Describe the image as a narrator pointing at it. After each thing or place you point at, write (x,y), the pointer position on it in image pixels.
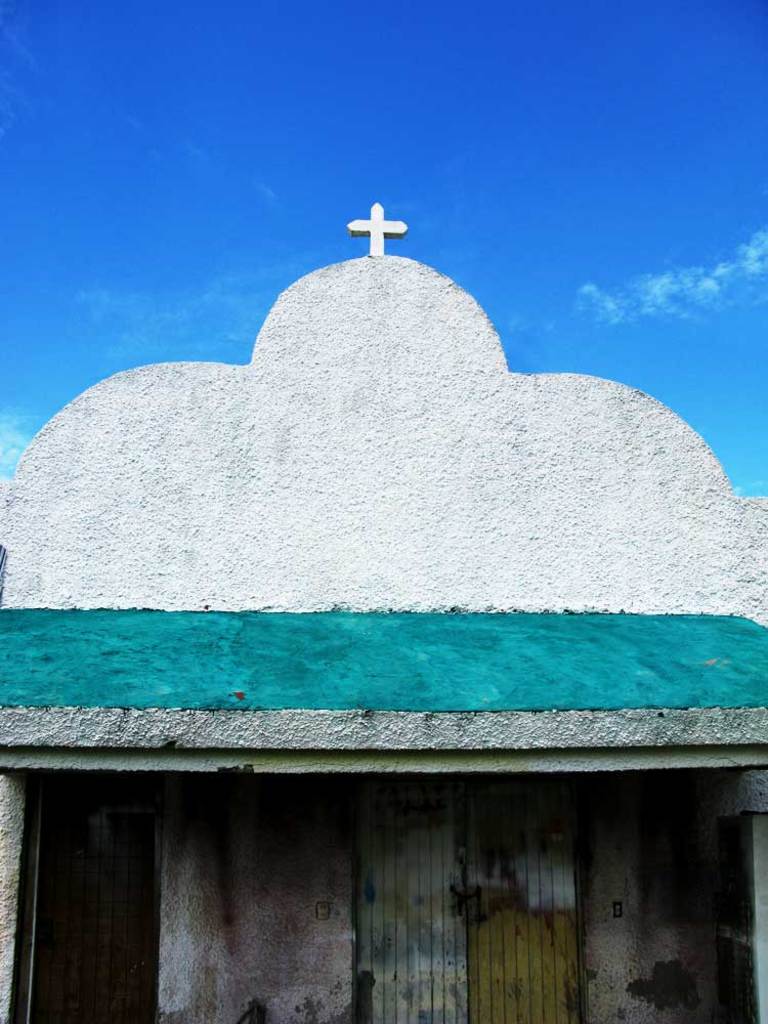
In this image I can see a house (221,428) which is in green and white color. Background (85,136) I can see sky (721,228) in blue color.
